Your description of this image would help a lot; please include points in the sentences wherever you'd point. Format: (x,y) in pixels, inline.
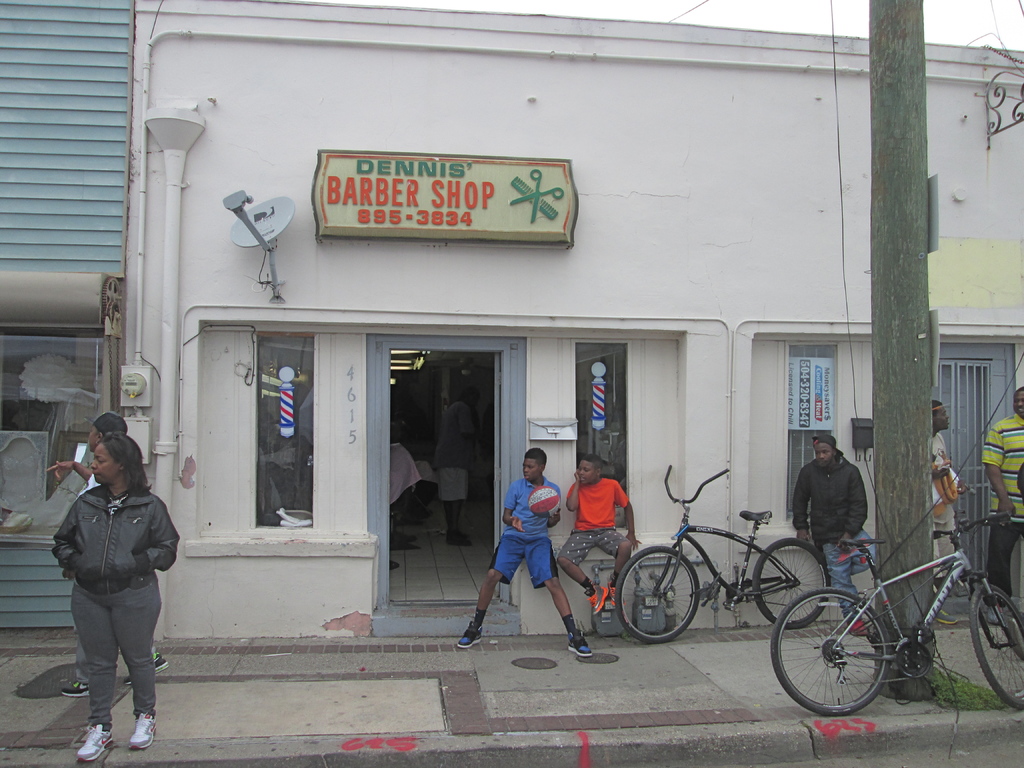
In this image we can see a sidewalk (570,670). On the sidewalk (183,647) there are many people (833,487). Also there is a pole (883,393). And there are cycles (812,572). And there is a building (356,295) with door (392,432), windows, name board (496,235). On the building (206,244) there is a dish antenna (271,250).
